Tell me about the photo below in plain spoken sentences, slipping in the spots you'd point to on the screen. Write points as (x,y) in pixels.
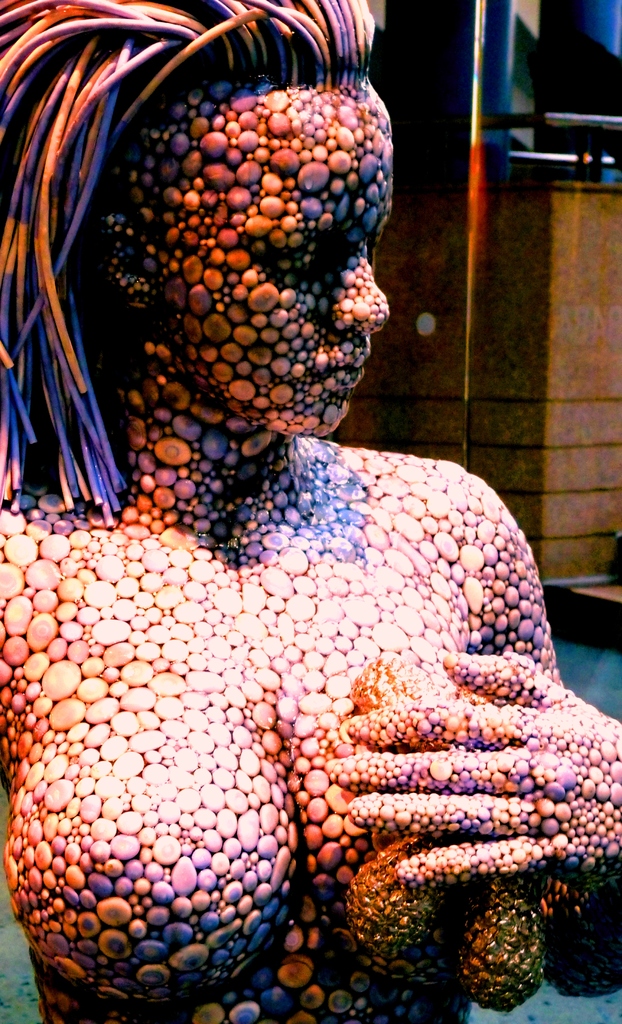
In this image we can see a statue (174,723). In the background of the image (467,334), we can see a wall (483,256) and a glass (479,16).
